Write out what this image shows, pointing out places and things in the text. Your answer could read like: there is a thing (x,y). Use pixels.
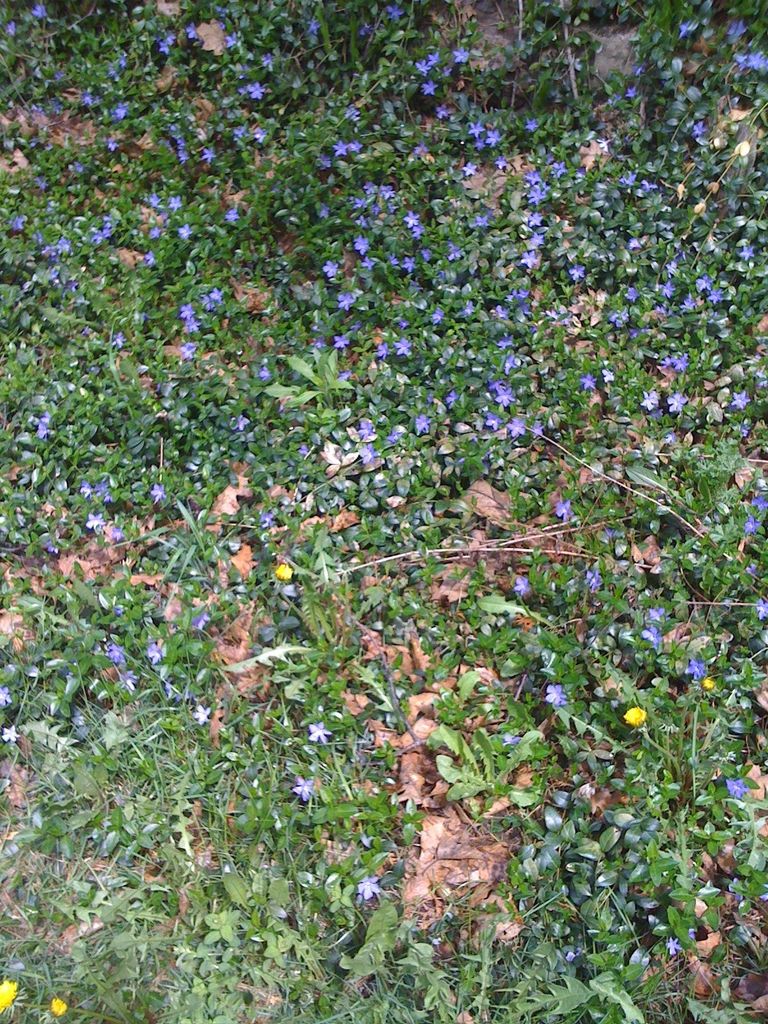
In this picture we can see plants (109,389), flowers (258,84) and dried leaves (491,496).
